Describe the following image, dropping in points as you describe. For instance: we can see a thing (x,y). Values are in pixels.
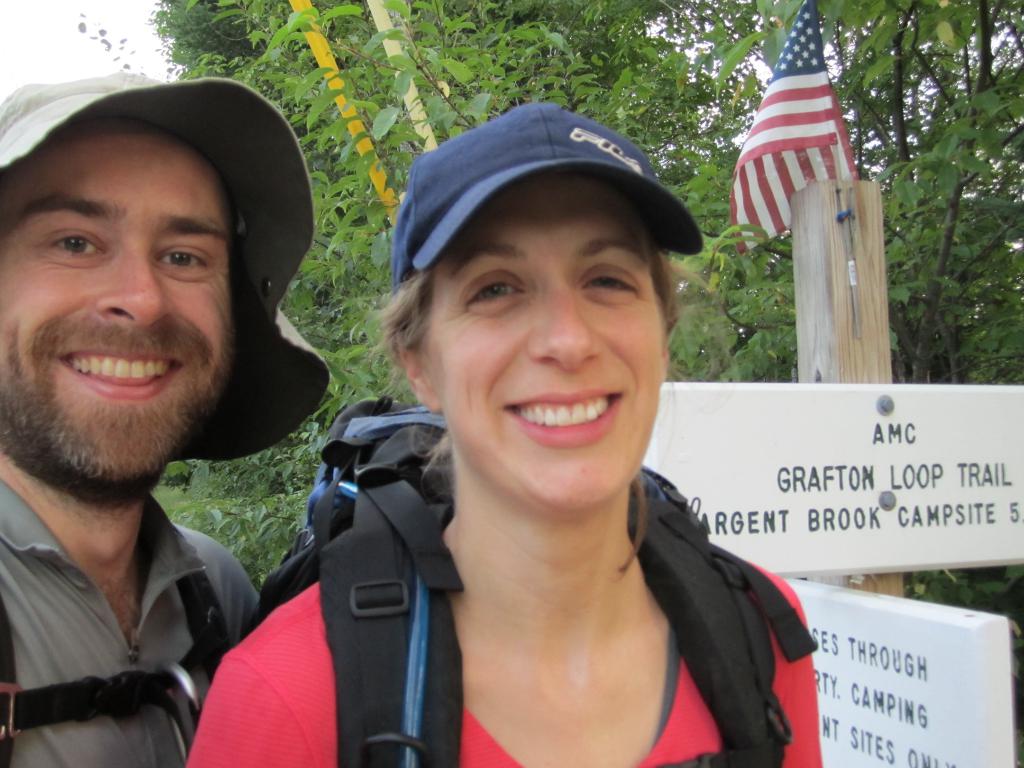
In this image I can see a man (23,531) and a woman (587,622) wearing bags (390,616) and caps (190,128) are smiling. I can see a wooden pole (814,237) and to it I can see a flag (811,100) and few boards (821,479). In the background (721,219) I can see few trees (556,23) which are green in color and the sky (113,61).
